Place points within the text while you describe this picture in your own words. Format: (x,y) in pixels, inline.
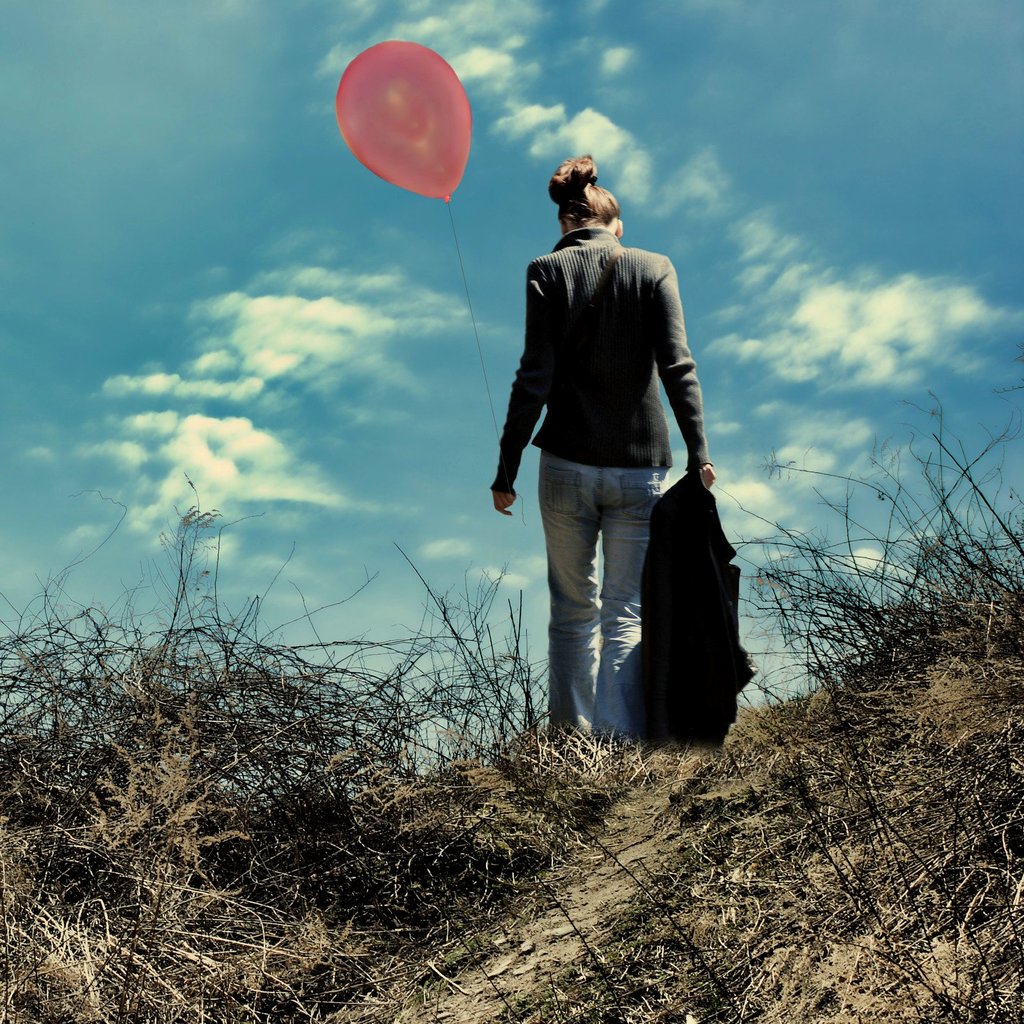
In the image we can see a women (598,455) walking, she is holding a jacket (697,639) with her right hand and balloon (411,128) with her left hand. On the top (180,131) we can see sky (189,222) and clouds (202,469). In the front (377,836) we can see dry bushes (372,861).
